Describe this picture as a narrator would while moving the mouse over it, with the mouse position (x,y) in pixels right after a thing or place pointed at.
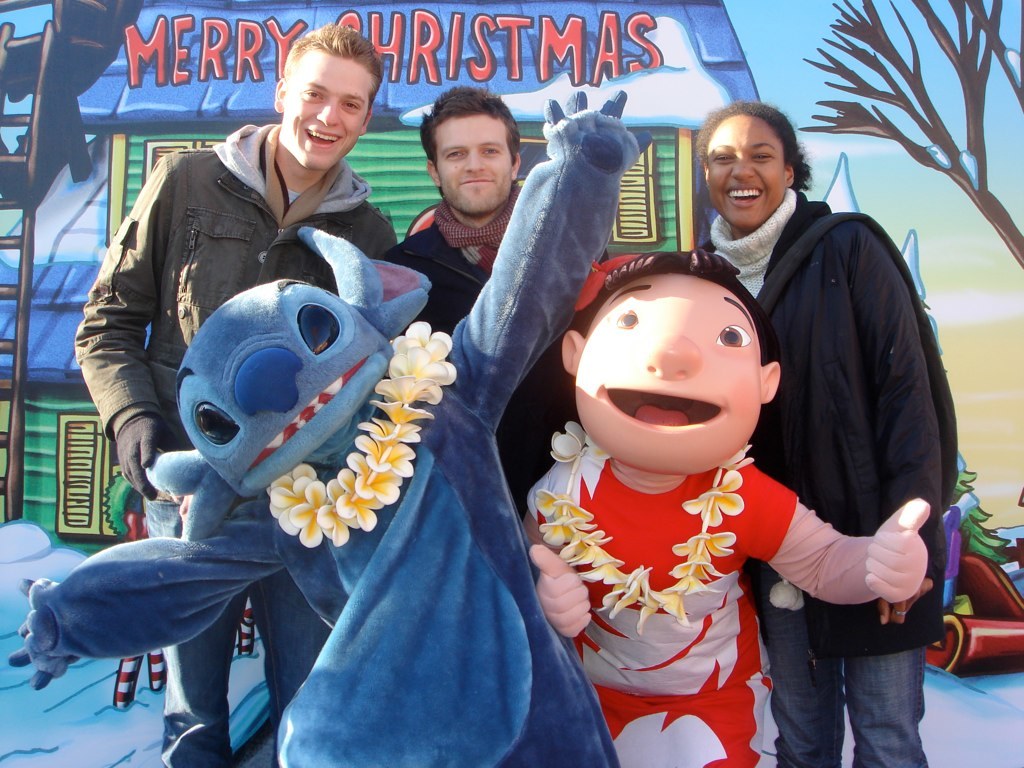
In this image we can see persons (220,251), toys (486,360) and an object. In the background of the image (120,15) there is a wall (473,60) with paintings (562,71).
